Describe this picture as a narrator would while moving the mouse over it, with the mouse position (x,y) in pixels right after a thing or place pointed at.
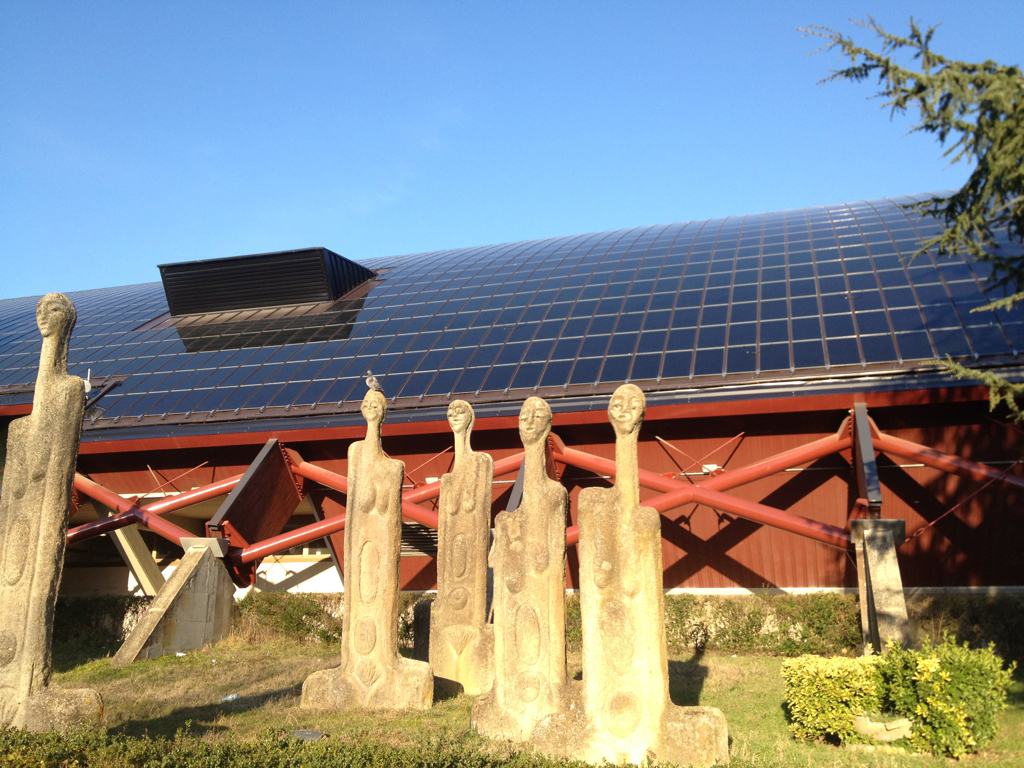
In this image I can see the statues (527,610). To the right (870,698) I can see the plants (842,701) and tree (966,214). In the background (526,313) I can see the buildings (405,334) and the blue sky (212,147).
